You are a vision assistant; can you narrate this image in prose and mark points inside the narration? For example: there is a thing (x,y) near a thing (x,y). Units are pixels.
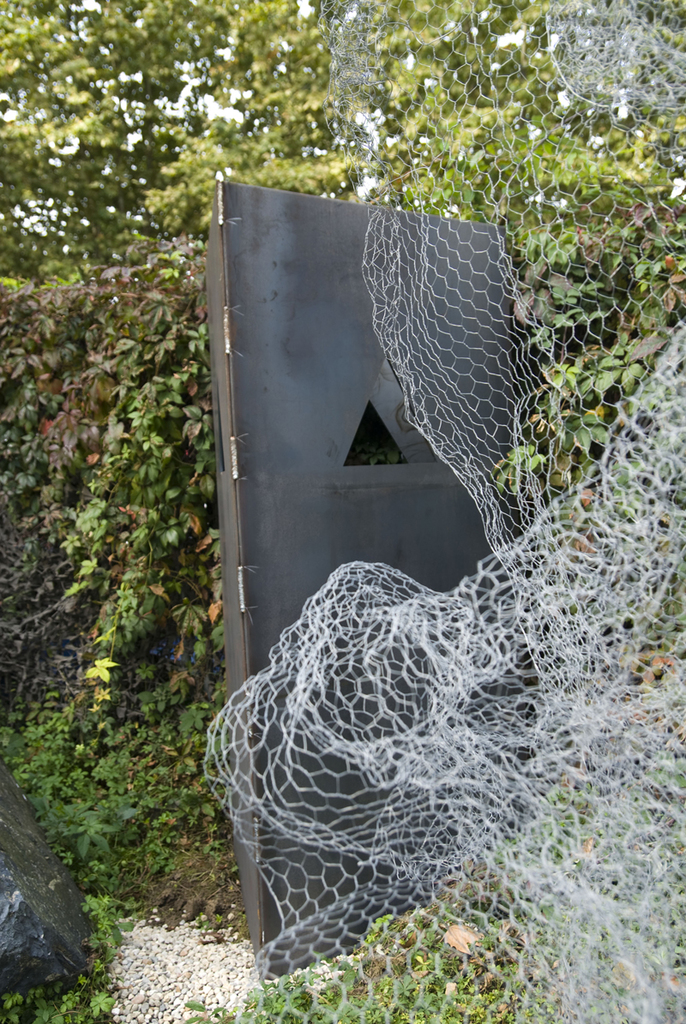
In this image we can see the net (398,285), black color door (335,440), the rock (72,961) and the trees (94,58) in the background (94,58).
